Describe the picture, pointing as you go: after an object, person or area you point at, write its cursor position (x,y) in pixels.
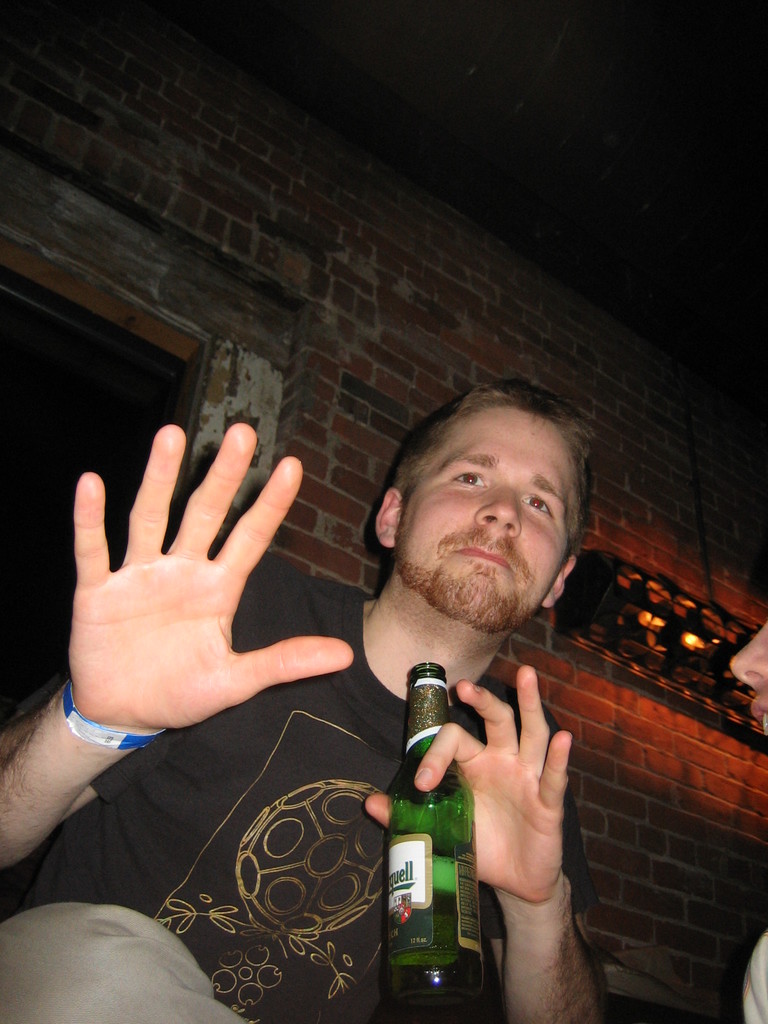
A man (255,779) with black t-shirt (244,846) is sitting and a bottle (428,829) in his hand (497,804). Behind him there is a brick wall (409,332) and door (133,334).
